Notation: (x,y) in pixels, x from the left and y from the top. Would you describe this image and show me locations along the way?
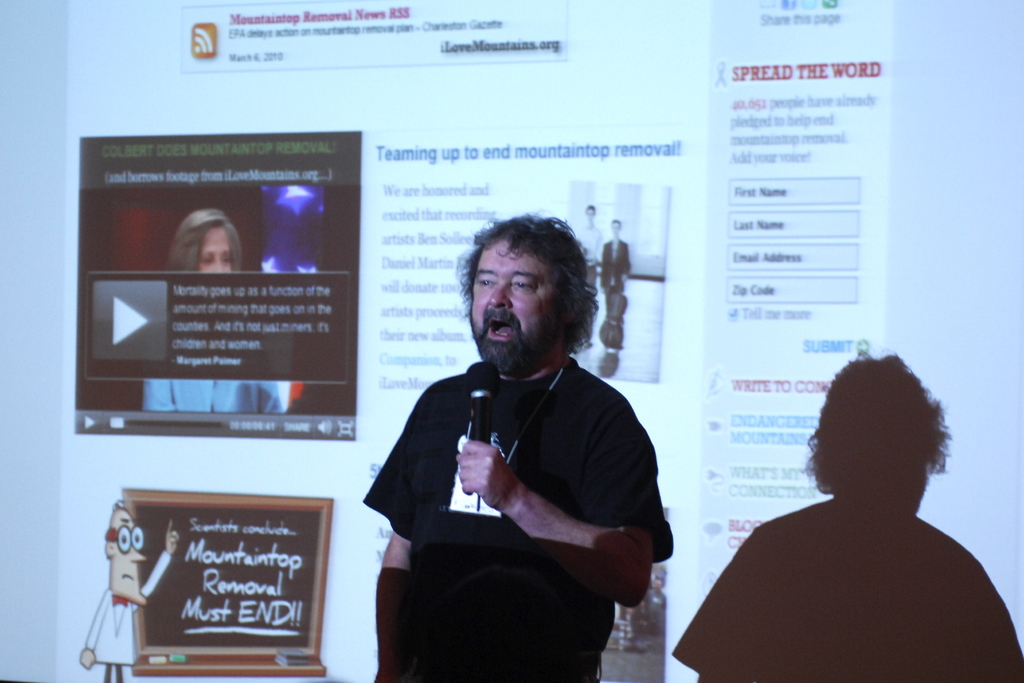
This picture shows a man (522,340) standing and speaking with the help of a microphone (487,389) and we see a projector screen (954,202) on his back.
